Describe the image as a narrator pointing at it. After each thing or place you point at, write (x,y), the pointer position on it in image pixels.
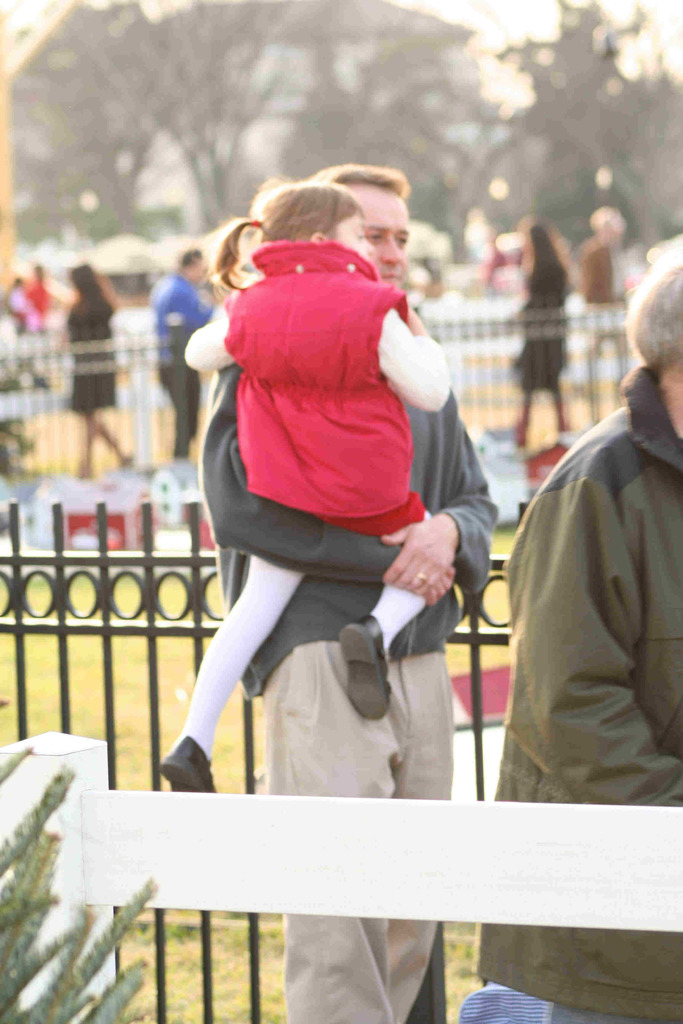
This image is taken outdoors. In the background (274,129) there are many trees (307,154). Many people (180,324) are walking on the ground (268,1002) and a few (190,298) are standing. There is a fence (147,363). There is a railing (147,606). In the middle of the image (354,585) a man (357,732) is standing and he is holding a kid (331,400) in his hands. On the left side of the image (27,893) there is a plant (87,935). On the right side of the image (561,583) there is a person (657,569).
